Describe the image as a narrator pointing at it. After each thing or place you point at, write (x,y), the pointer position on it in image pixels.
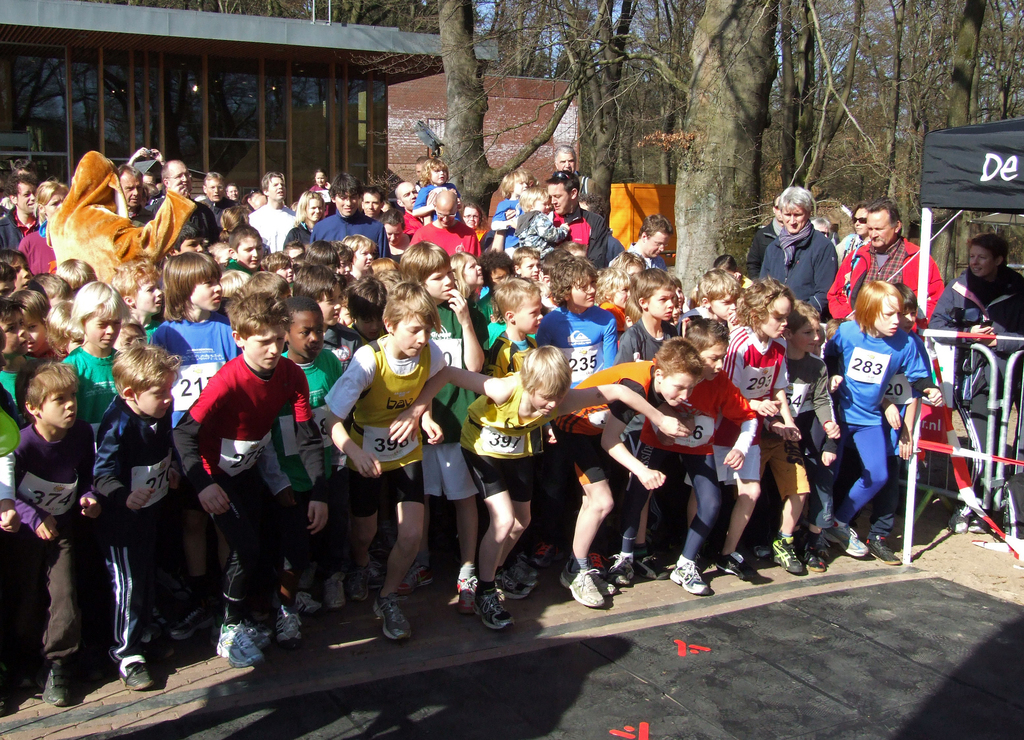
In the middle of the image (506,433) few children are standing. Behind them few people (1011,300) are standing. In the right side of the image (937,190) we can see a tent (985,155). At the top of the image (714,7) we can see some buildings (75,15) and trees (170,0).
